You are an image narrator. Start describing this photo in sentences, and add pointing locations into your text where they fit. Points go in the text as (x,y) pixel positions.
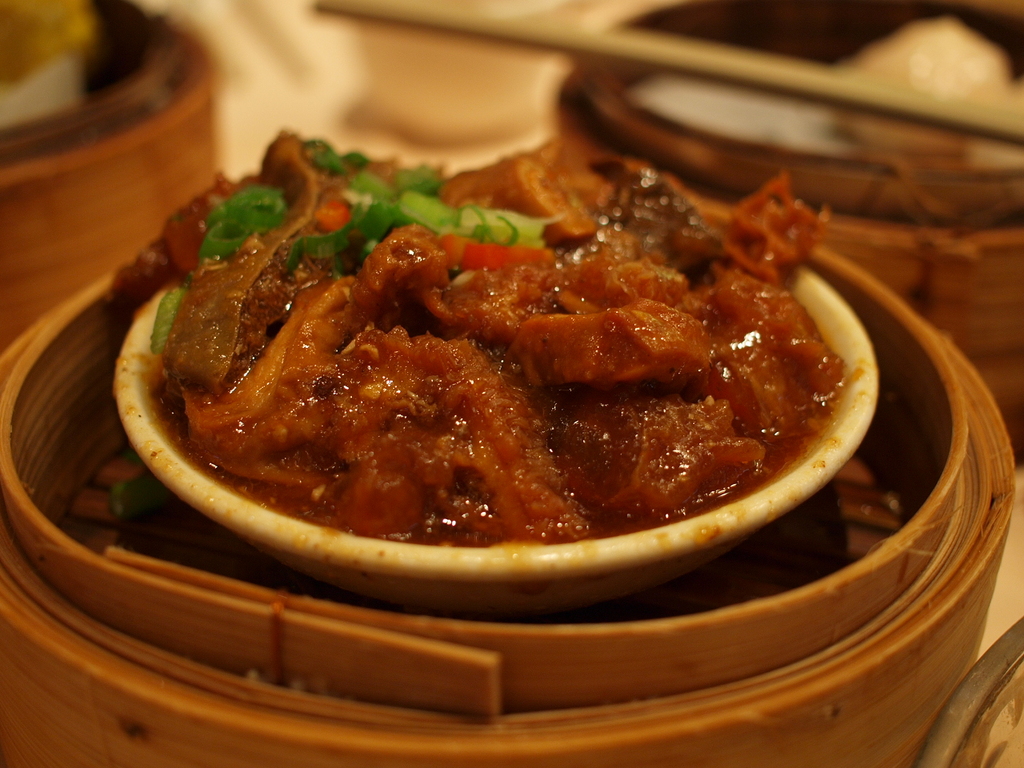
In this image we can see a bowl (658,454) filled with food item (554,383) kept in a wooden object (584,662).
